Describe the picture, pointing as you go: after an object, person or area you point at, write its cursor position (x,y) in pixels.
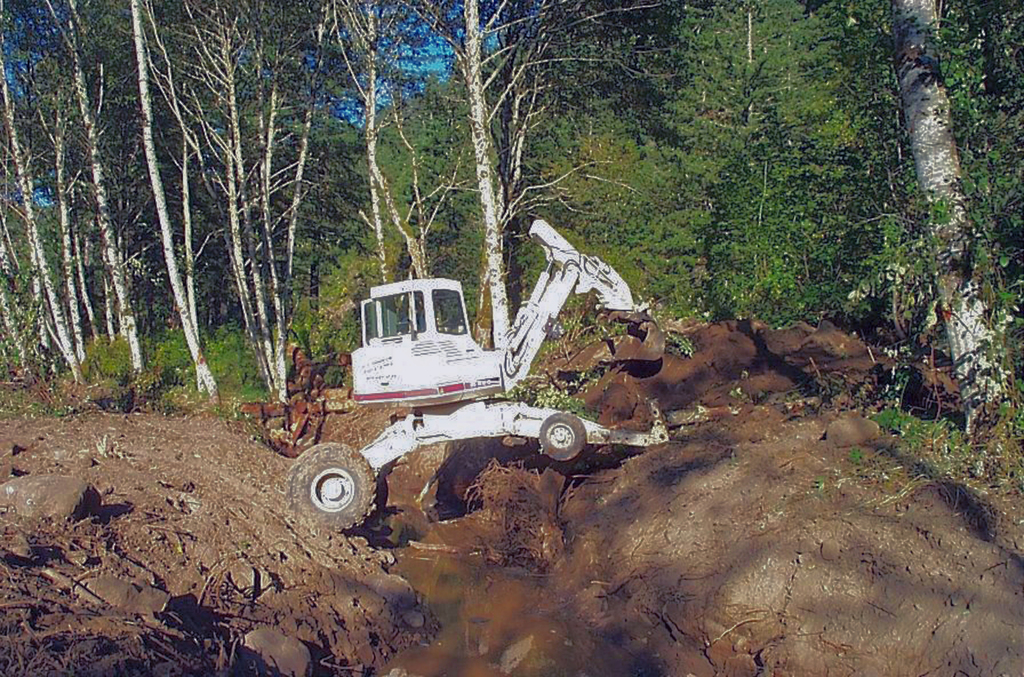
There is a white crane (515,384) on the mud (178,567). Beneath that there is water (490,579). There are trees (470,190) at the back (391,144).
